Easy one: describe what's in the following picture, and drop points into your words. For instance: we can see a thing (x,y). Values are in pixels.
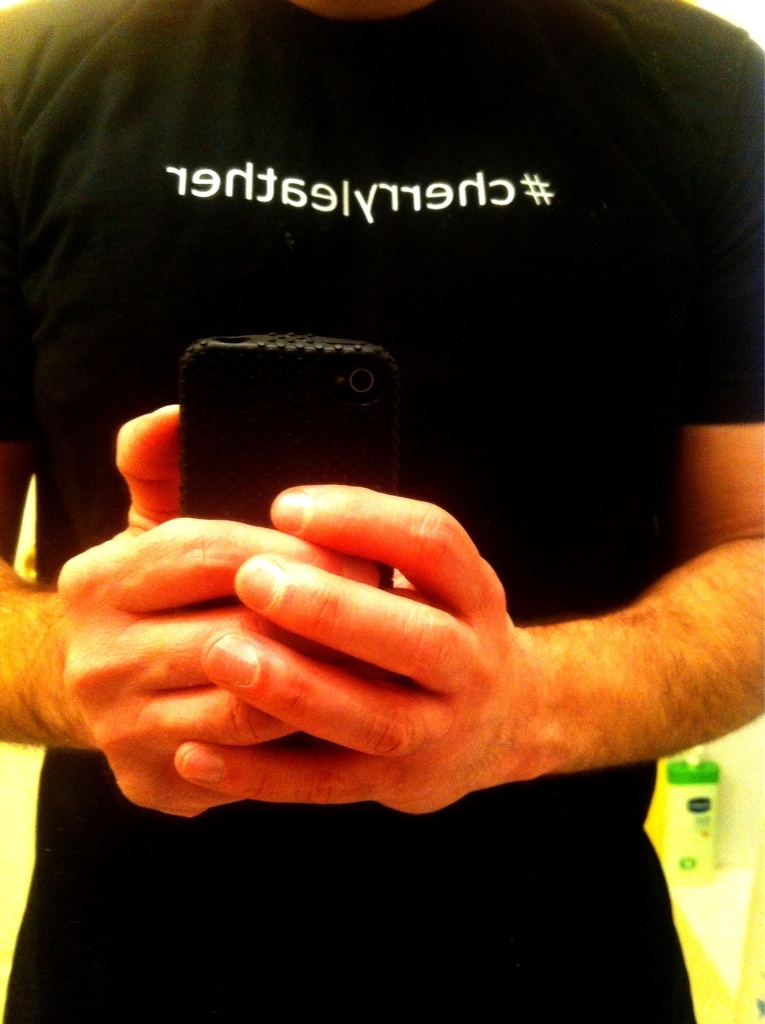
A person (187,260) wore black t-shirt (433,265) and holding a mobile (291,386) with his hands (334,563). Something written on this black t-shirt (341,174). Far there is a bottle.
